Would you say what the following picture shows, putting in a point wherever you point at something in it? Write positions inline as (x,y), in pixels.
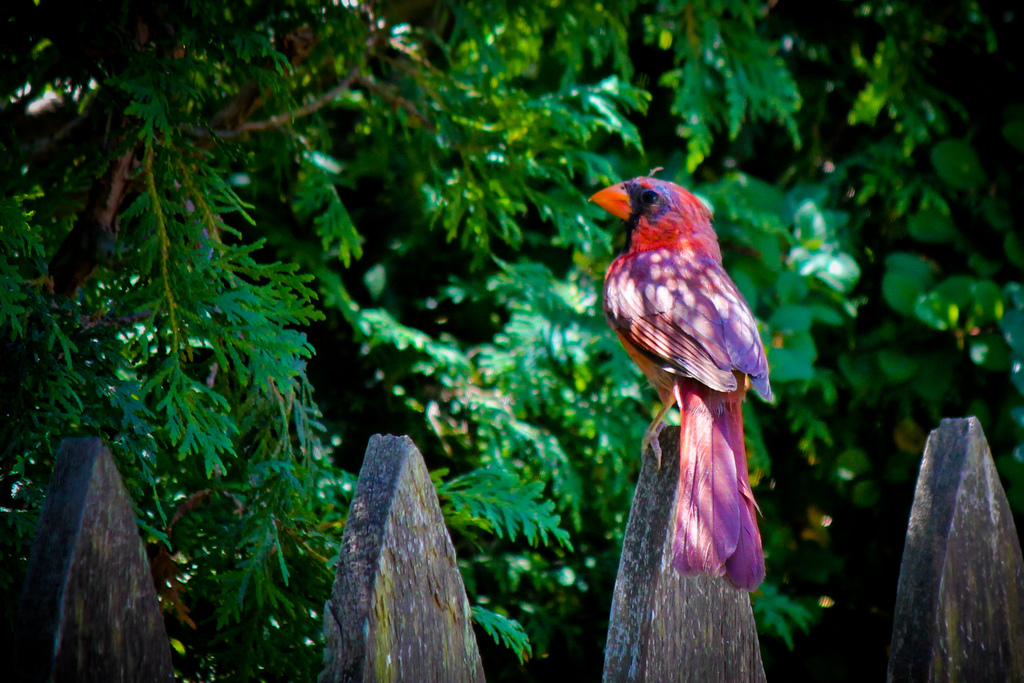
In this image there is one bird (649,438) is sitting on a wooden thing (679,575) as we can see on the right side of this image (729,618). There are some trees (593,280) in the background (527,215). There are some wooden things (746,605) are present in the bottom of this image (107,540).
